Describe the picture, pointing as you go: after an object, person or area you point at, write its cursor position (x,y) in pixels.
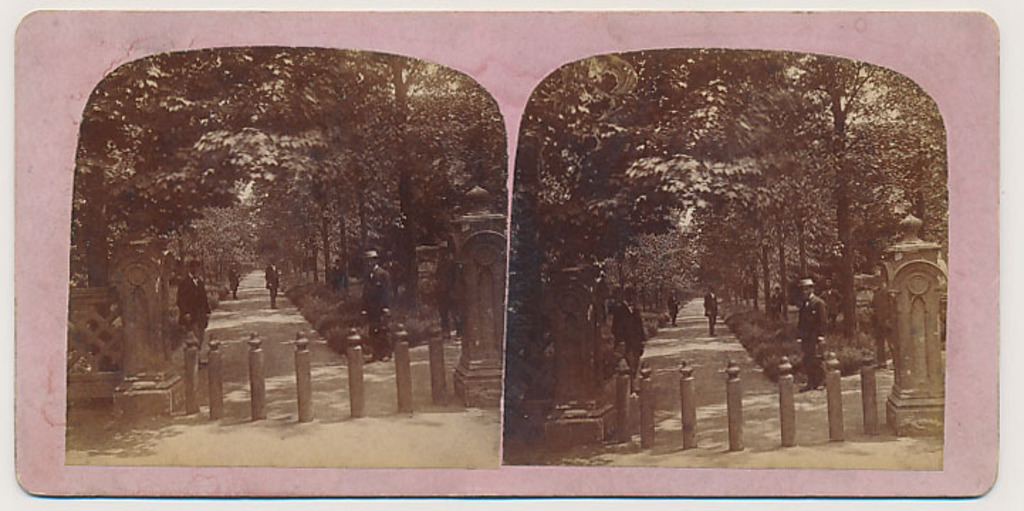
In this image we can see pictures (422,272) of road (697,350), persons (640,357), trees (625,230).
